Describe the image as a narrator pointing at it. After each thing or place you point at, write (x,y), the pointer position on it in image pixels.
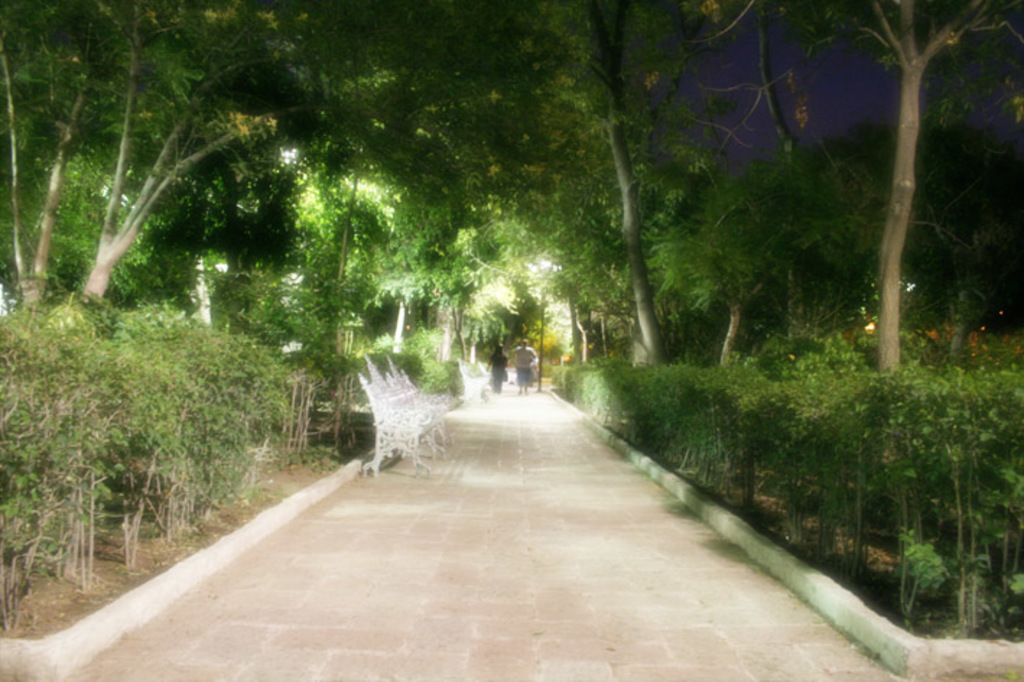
In this image we can see a park (414,457), there is a bench (374,425), some plants (989,470) and trees (451,297), and two persons (501,364) walking on the way (521,545), and we can see the sky (840,83).
